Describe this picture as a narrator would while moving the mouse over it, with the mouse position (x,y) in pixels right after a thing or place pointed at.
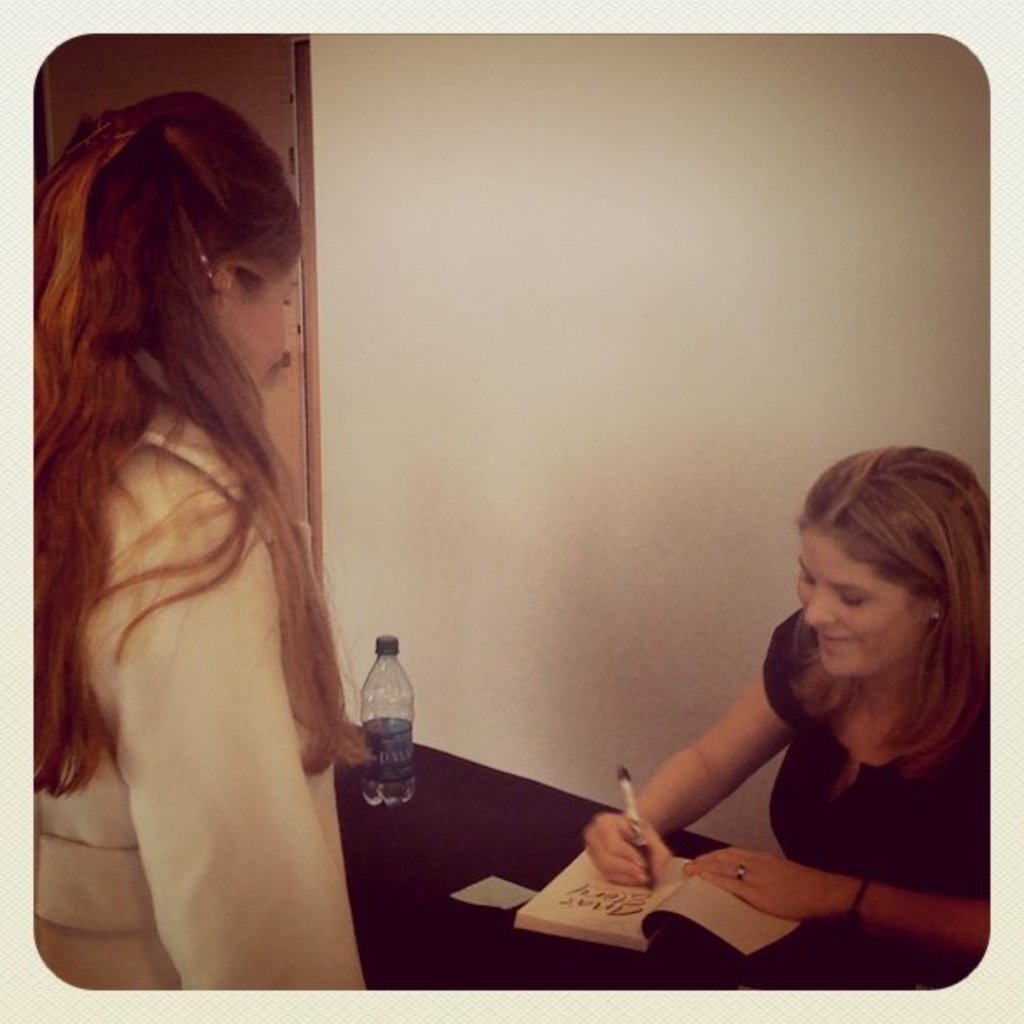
This image is taken indoors. In the background (477,317) there is a wall (509,381) and there is a door (187,59). At the bottom of the image (439,930) there is a table (480,919) with a water bottle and a book (579,903) on it. On the left side of the image (110,451) a girl (182,513) is standing. On the right side of the image (839,771) a woman (752,701) is sitting and she is writing with a pen (631,806) on the book (571,893).
